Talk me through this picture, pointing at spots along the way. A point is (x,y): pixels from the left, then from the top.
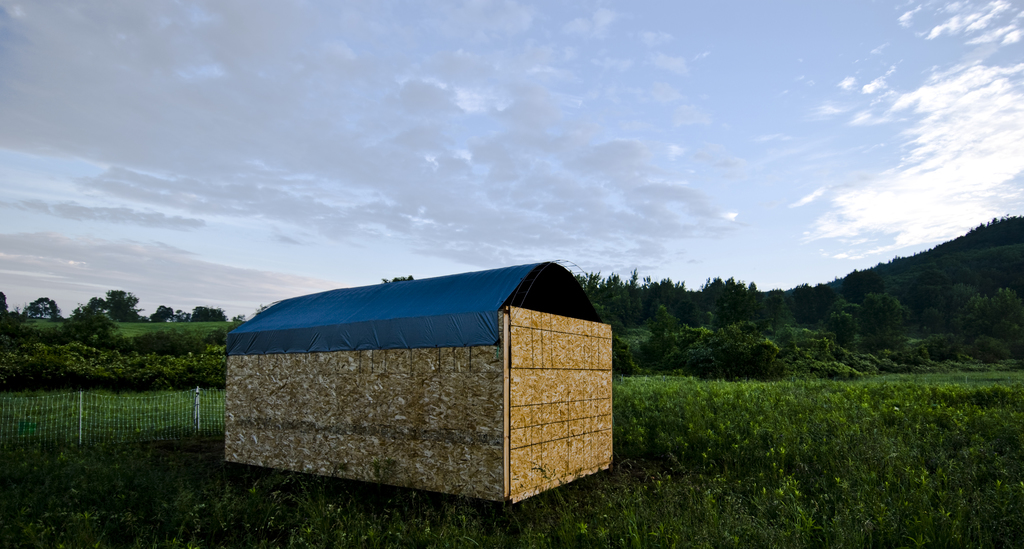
In the foreground of this image (559,406), there is a shelter (386,437) and around it there are plants (238,542). Behind it there is a fencing (197,420). In the background (660,307), there are trees (89,322), sky (763,55) and the cloud (926,169).
